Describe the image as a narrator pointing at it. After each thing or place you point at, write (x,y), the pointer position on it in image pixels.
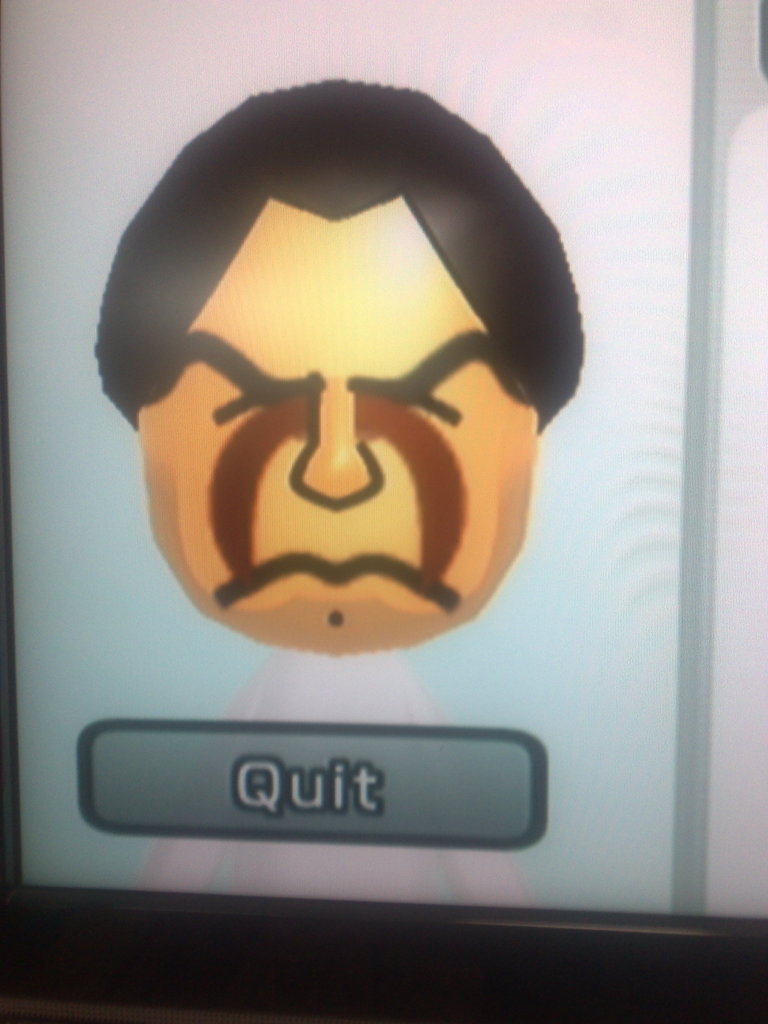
There is a screen (394,848) in which, there is an animated image (323,109) of a person (365,119) and there is a button (474,745). The background (550,553) is white in color.
